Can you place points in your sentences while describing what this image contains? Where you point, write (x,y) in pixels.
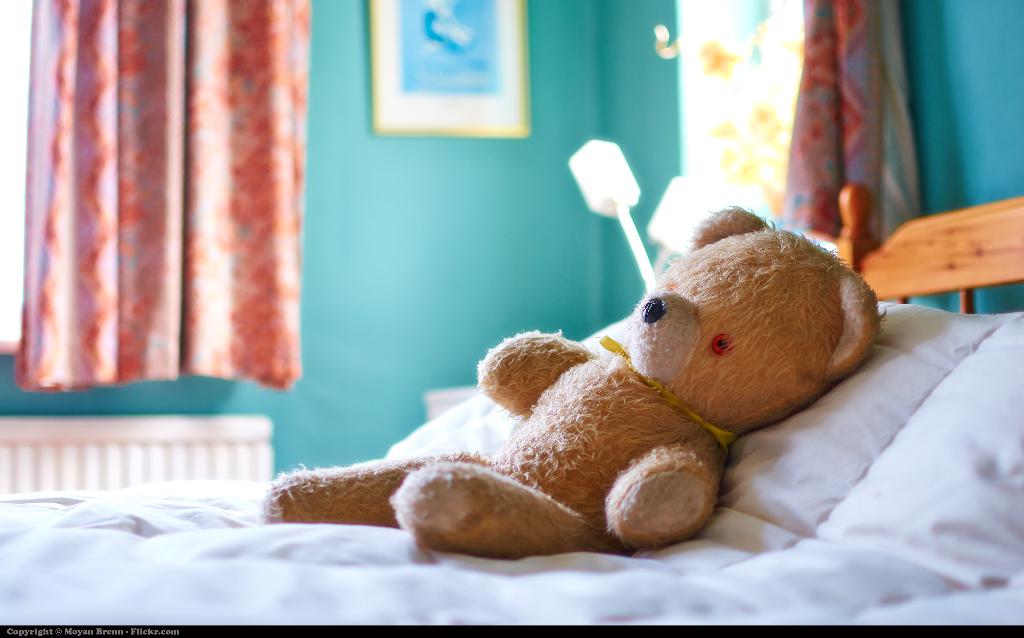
In a room (476,308) there is bed (845,187) in which teddy bear (536,485) slept on that. On the other side there is a window curtain (253,157) hanging and we can also see a lamp (589,150) standing on the other end.
